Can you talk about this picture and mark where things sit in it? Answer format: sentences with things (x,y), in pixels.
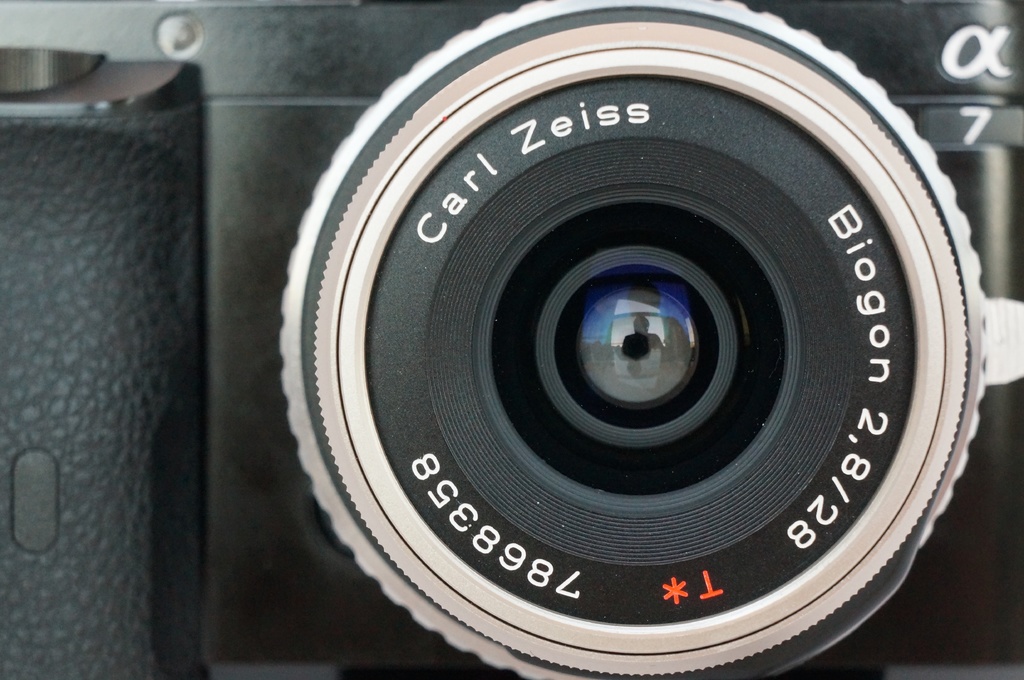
The picture consists of a camera (355,101). In the center of the picture (574,321) it is camera lens (653,353).
